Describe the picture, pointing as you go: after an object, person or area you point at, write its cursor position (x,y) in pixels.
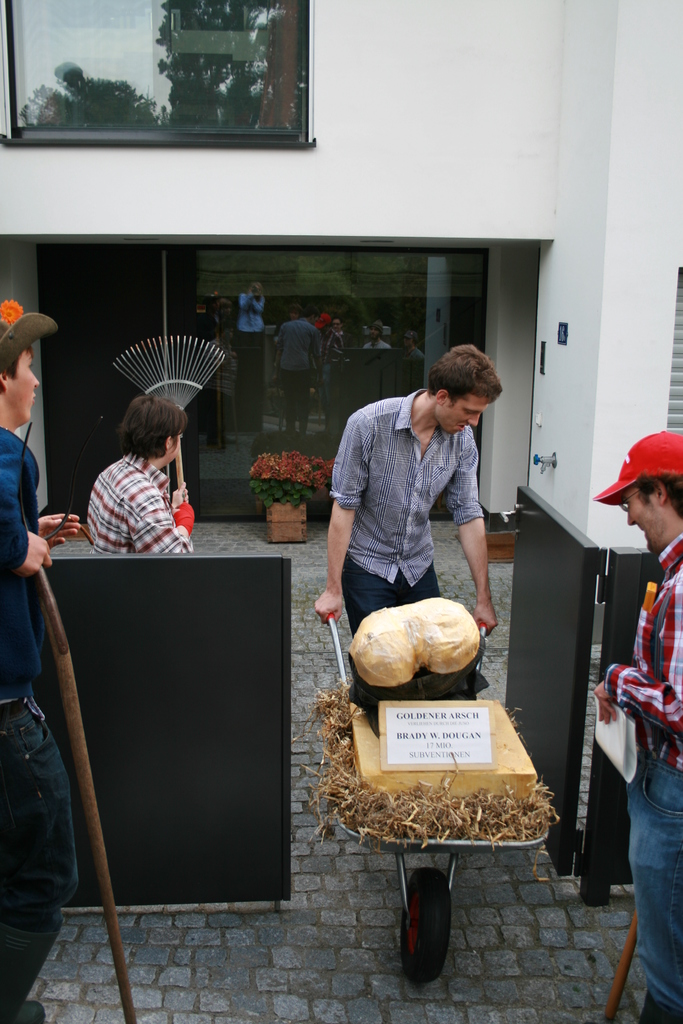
In this image we can see few people (374,531) standing, a person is holding a wooden stick (80,784), a person (148,451) is holding a broom stick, a person (417,562) is holding a cart (436,756) with few objects (444,737) and a person (669,739) is holding a paper (610,737) and there is potted plant (288,527), a building (301,206) and the reflection (250,117) of trees (186,110) on the glass (223,104) of the building (230,111) and there is a gate (281,605) near the people (659,750).
